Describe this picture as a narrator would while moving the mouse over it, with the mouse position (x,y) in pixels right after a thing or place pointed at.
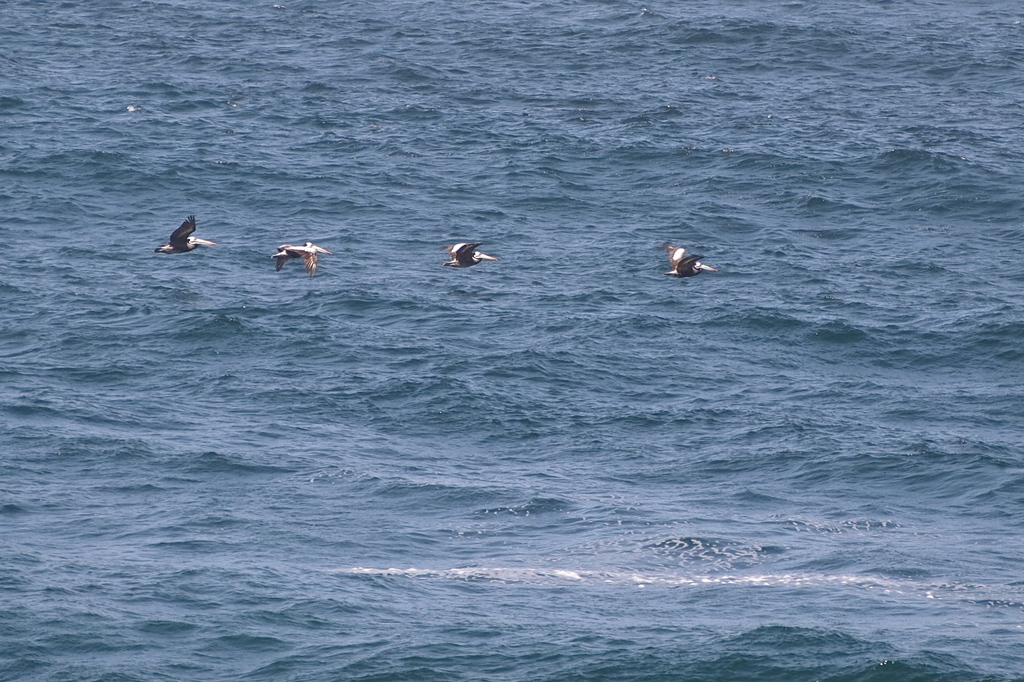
This picture is clicked outside the city. In the foreground (679,378) we can see a water body (699,250). In the center (473,247) we can see the birds (289,252) flying in the air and we can see the ripples (464,360) in the water body (739,132).
